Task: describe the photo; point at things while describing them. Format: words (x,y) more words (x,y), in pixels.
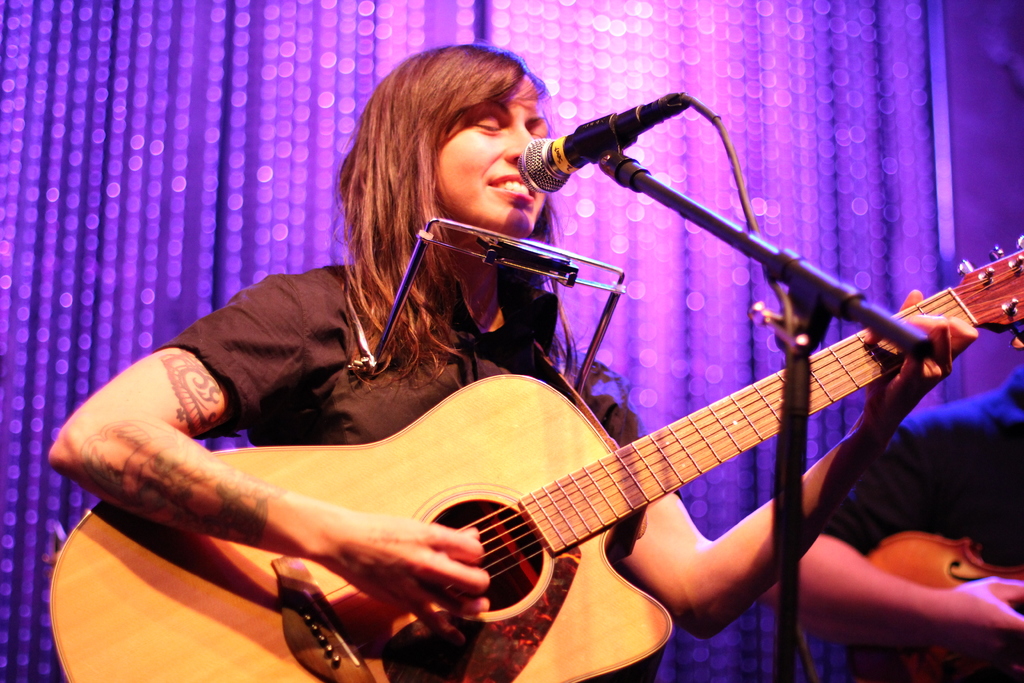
A woman (359,207) is smiling and playing a guitar (505,549). In the background (233,86) there is a crystal wall (315,102) with lights (587,70). On the right (937,526) a person (960,510) playing another musical instrument (934,572). In front of her there is a mic (544,173) and mic stand (799,370).
